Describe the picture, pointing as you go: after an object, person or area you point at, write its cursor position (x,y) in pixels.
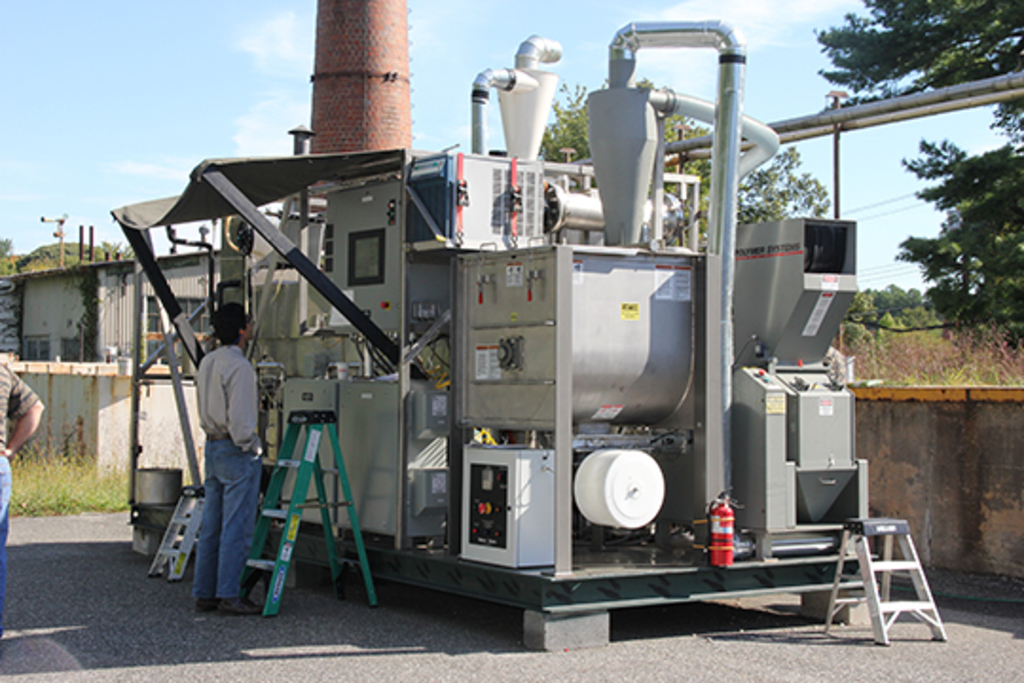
In this picture I can see there is a machine (270,448), there are two persons (13,458) standing at left side (230,355), there are plants (934,349), trees (847,334) and buildings (128,259) in the backdrop (93,308).
